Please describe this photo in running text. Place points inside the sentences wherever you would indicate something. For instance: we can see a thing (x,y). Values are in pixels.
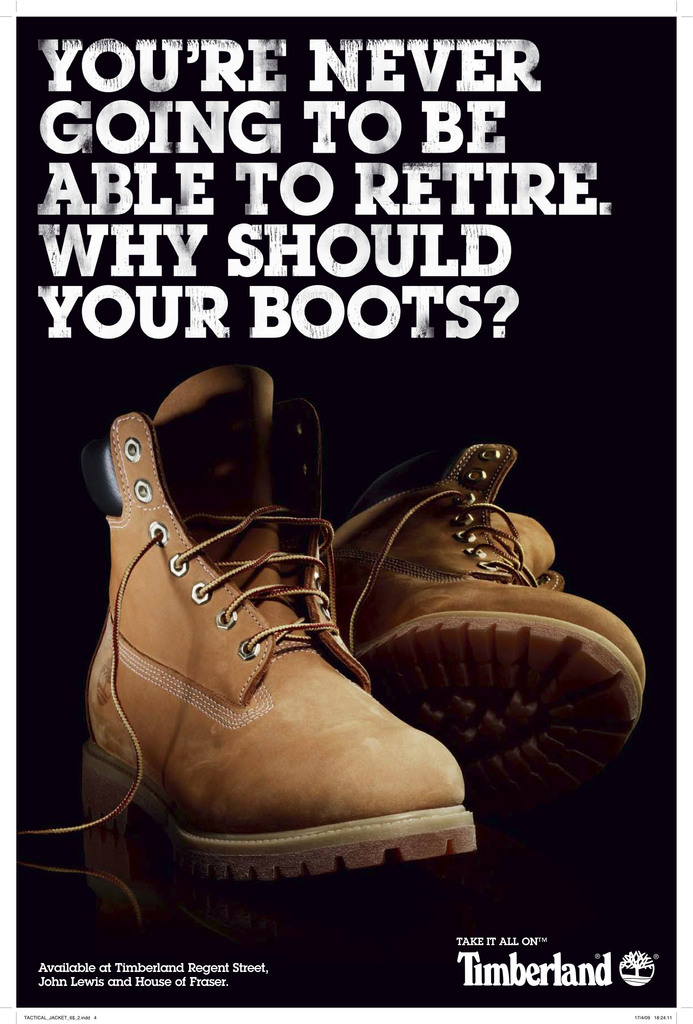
This is a poster and in this poster we can see shoes (212,695) and some text (327,108).
